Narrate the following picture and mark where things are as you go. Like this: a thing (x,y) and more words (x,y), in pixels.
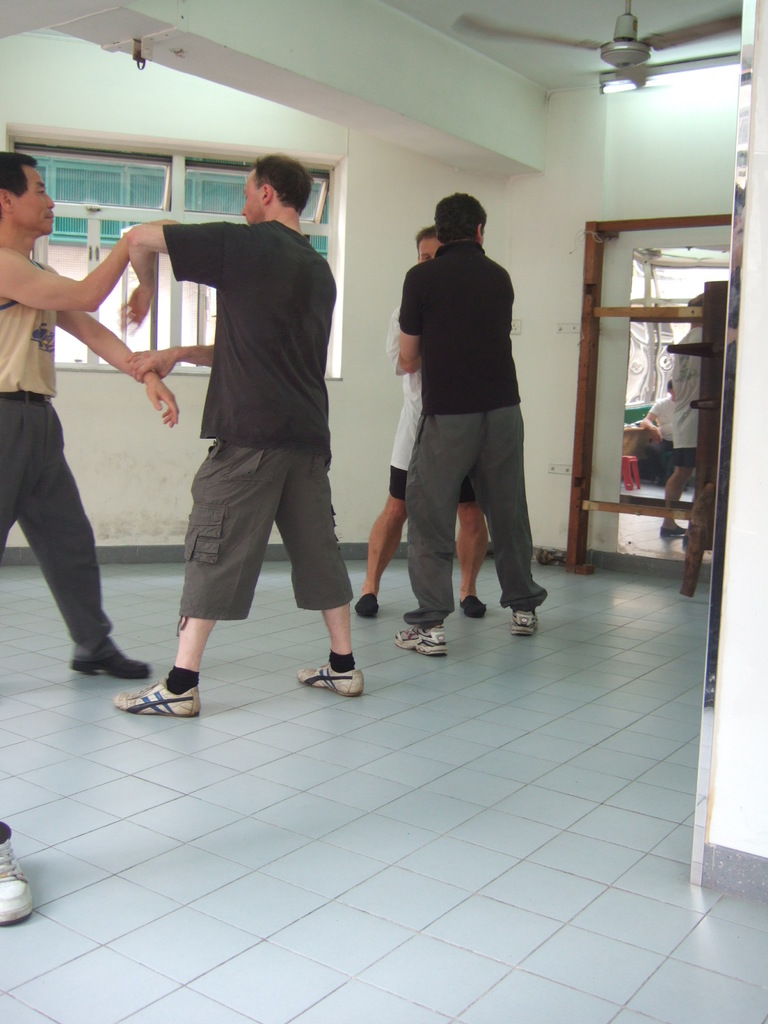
In this image there are few persons (44,534) standing on the floor (468,691). Right side (616,511) there is a door (668,544). Behind it there are few persons (678,473). Right top there is a fan (579,42) attached to the roof (558,50). Background (169,173) there is a wall (399,251) having windows (158,195).
